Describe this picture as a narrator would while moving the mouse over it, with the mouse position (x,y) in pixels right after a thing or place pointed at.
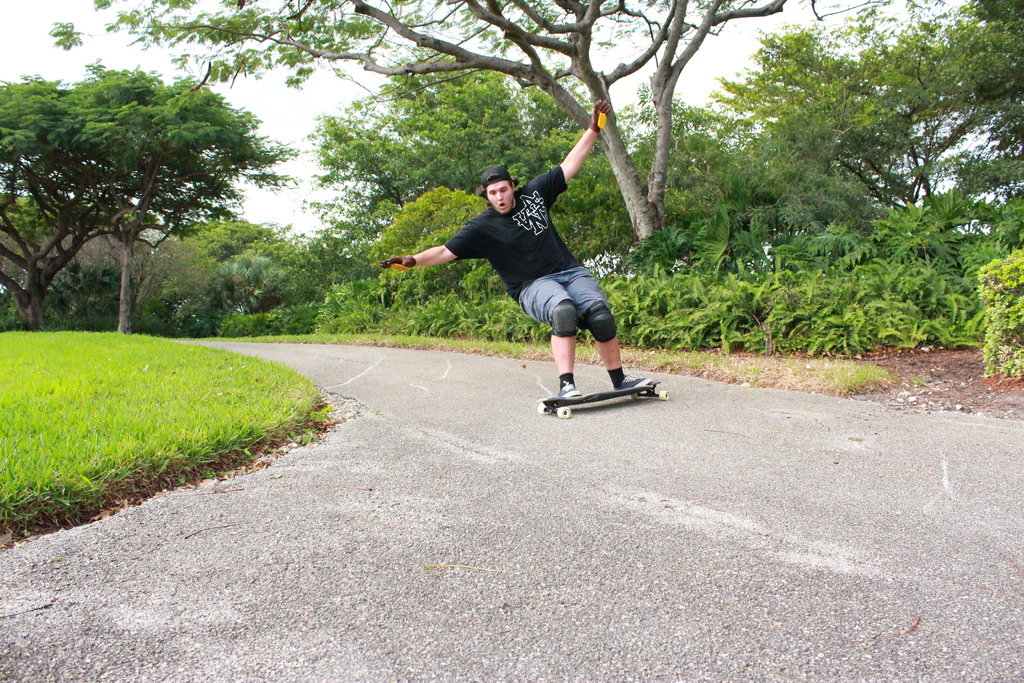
In this image there is a person (600,341) skating on a road (575,511), on either side of the road (619,508) there are plants (638,319) and trees (644,191).
